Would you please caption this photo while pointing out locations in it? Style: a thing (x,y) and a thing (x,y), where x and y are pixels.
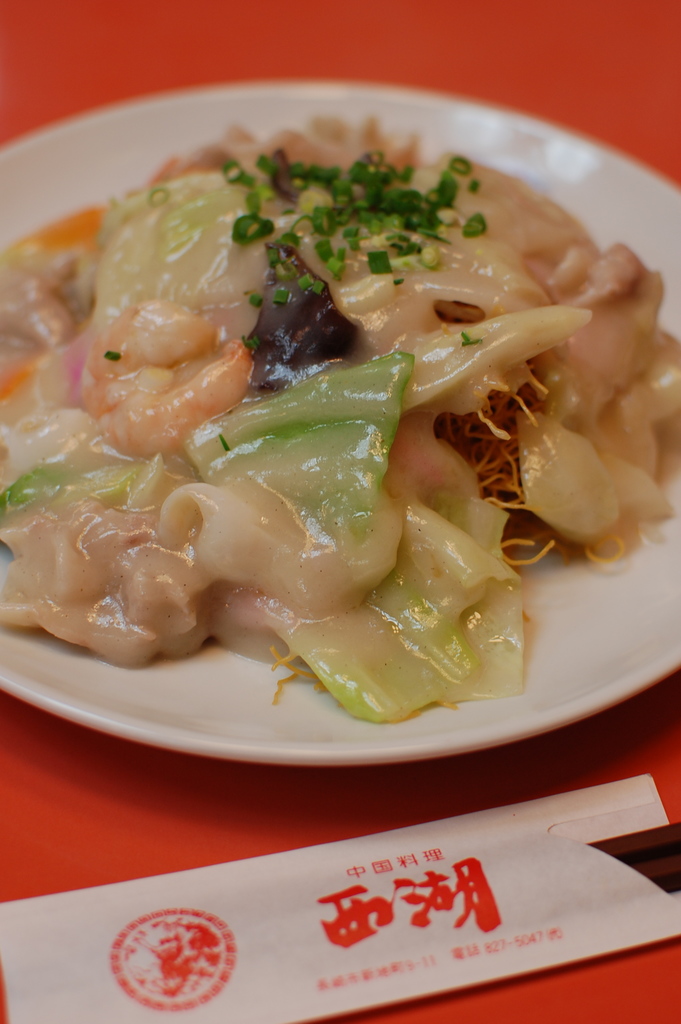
This is a zoomed in picture. In the center (295,515) there is a white color platter (93,178) containing some food items (222,513) and the platter (301,108) placed on a red color object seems to be the table (222,812). In the foreground (350,881) there is another object (260,872) on which we can see the text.
